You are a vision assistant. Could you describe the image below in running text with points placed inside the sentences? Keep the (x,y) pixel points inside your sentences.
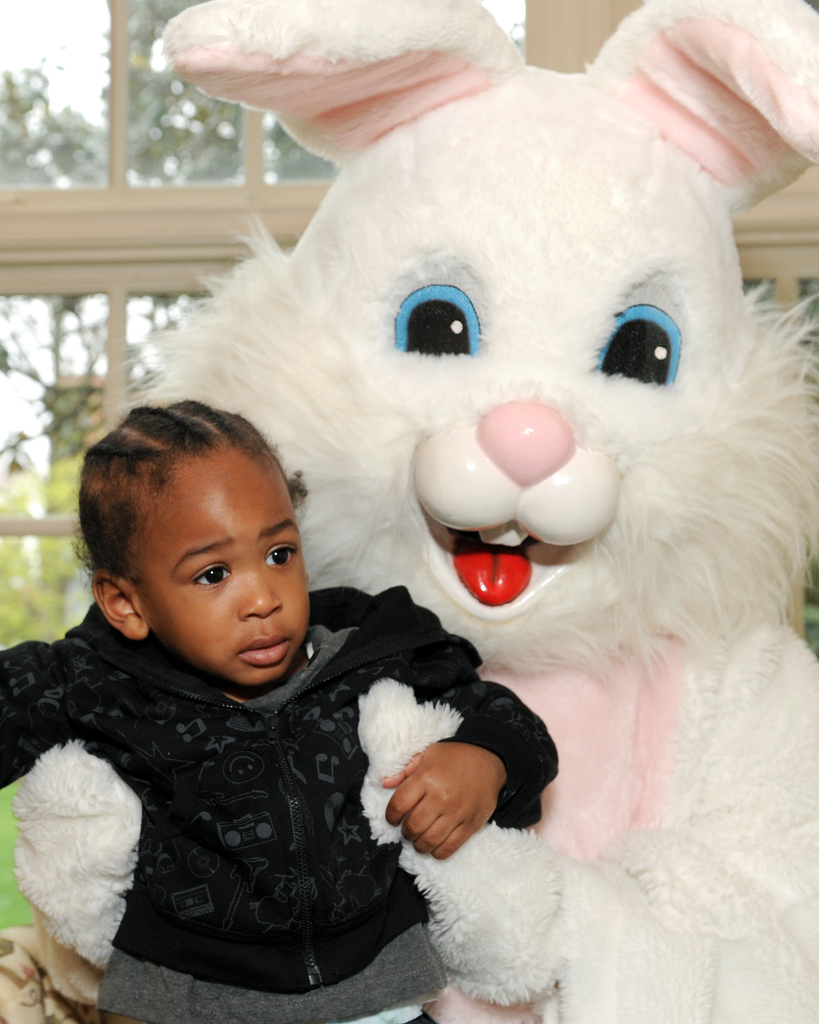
In the front of the image (593,804) there is a toy (518,854) and boy (238,447). In the background of the image (63,359) there are glass windows (88,138). Through glass windows (81,157) we can see trees (60,326).
